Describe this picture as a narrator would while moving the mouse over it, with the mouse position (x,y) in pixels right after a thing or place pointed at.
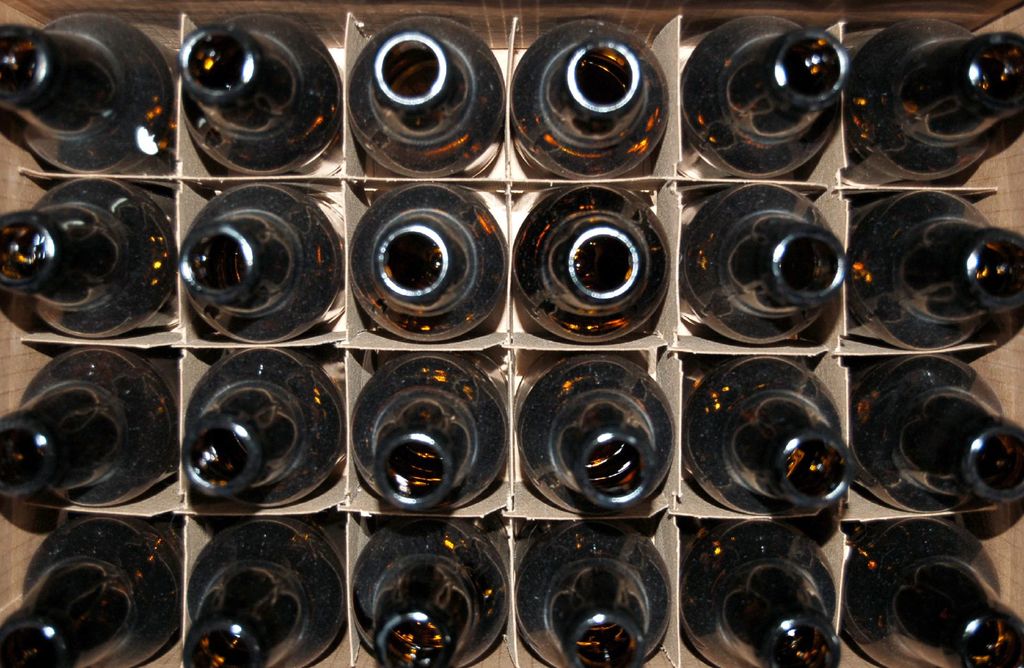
I could see number of bottles (782,292) arranged in a row in a cardboard box (668,643). They are black in color.
